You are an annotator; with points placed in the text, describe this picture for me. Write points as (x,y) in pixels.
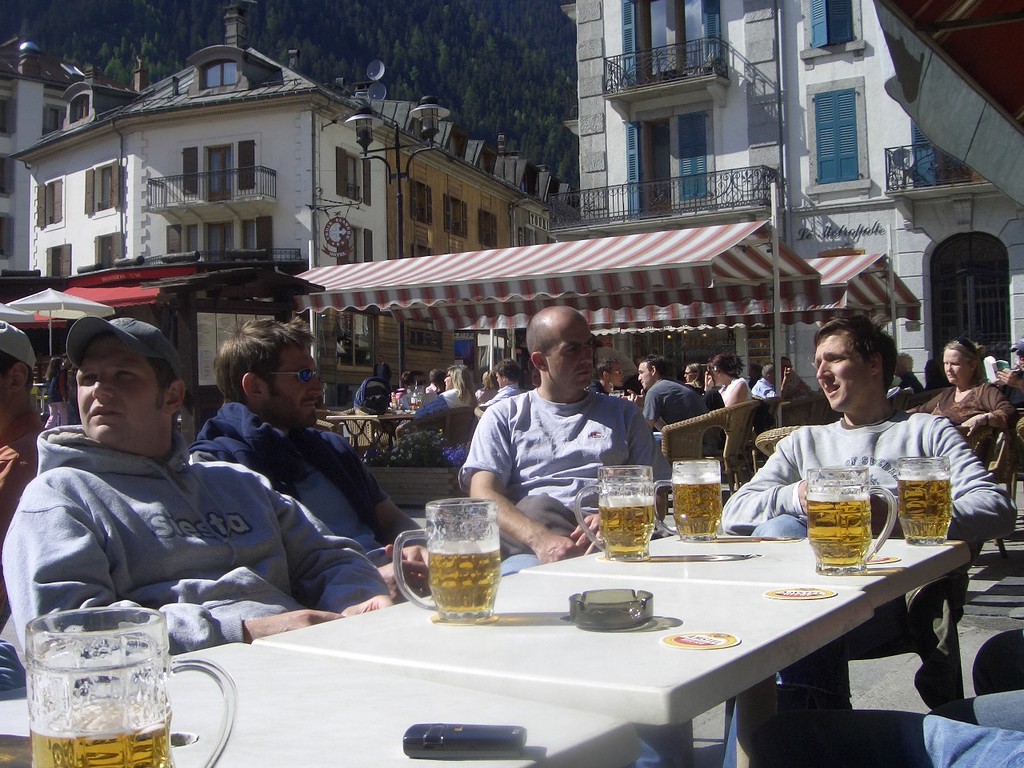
In this image I see number of people (121,358) who are sitting on chairs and there is a table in front of them and there are glasses (716,489) on it. In the background (2,234) I see the buildings (276,99) and trees (70,35).
